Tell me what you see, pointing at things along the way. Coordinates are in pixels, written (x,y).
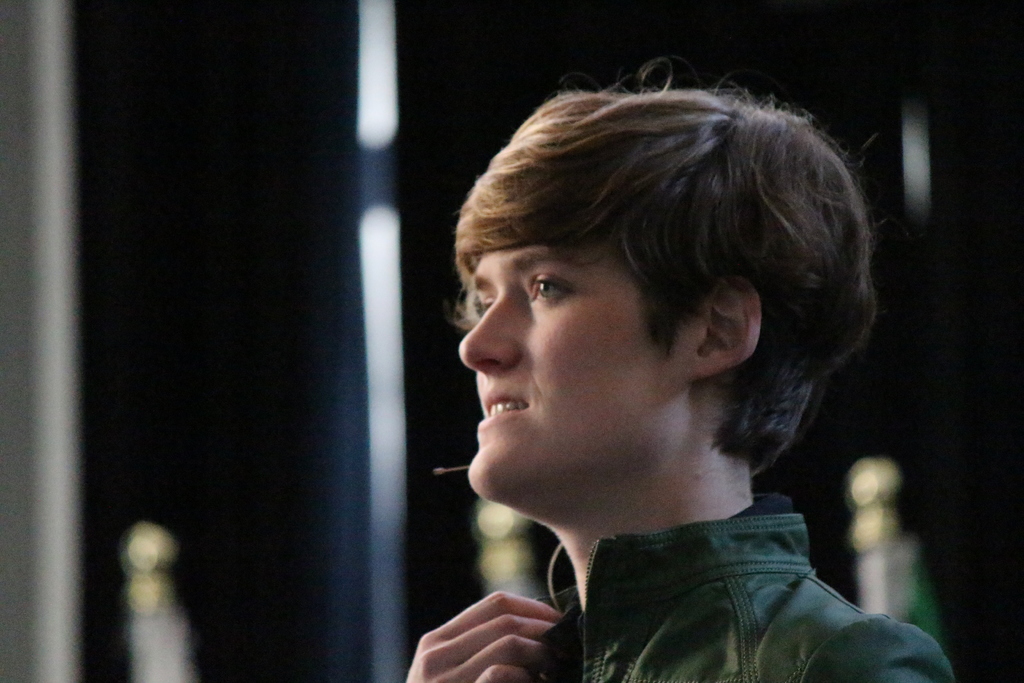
There is a person (495,178) in jacket (777,621), smiling. And the background (952,574) is blurred.
